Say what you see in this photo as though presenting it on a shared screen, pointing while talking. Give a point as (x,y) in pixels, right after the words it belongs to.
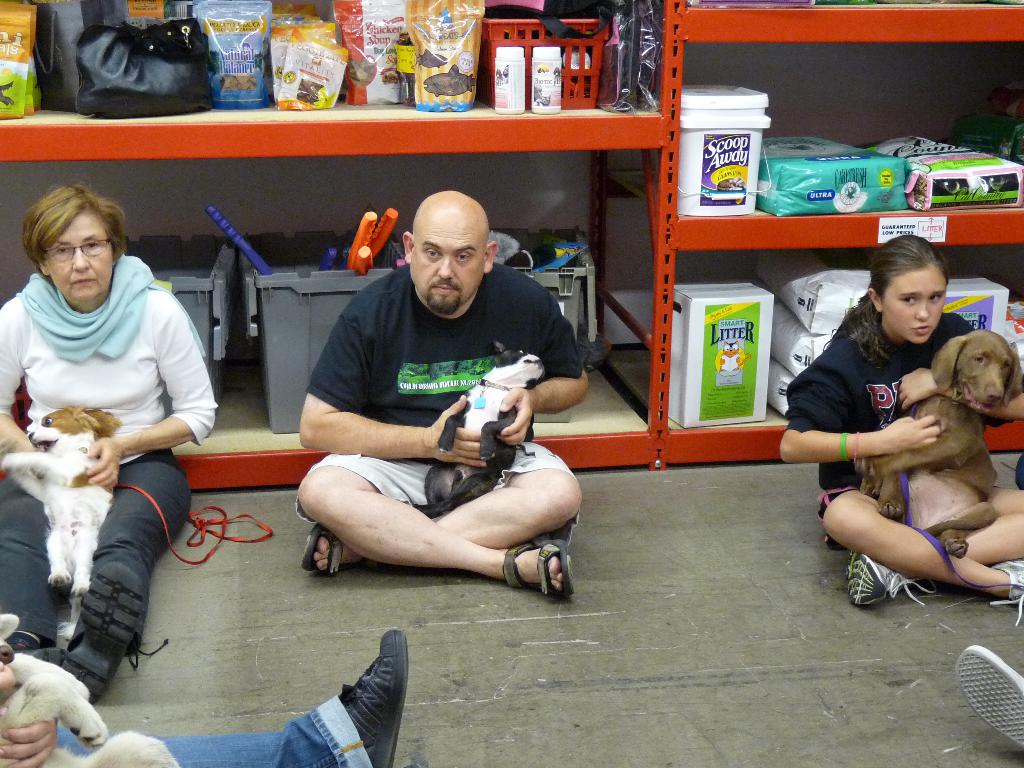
People (306,414) are sitting on the ground (653,614) in hand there are animals (969,477), in the back there are food items (397,91) in the shelf (737,231).
